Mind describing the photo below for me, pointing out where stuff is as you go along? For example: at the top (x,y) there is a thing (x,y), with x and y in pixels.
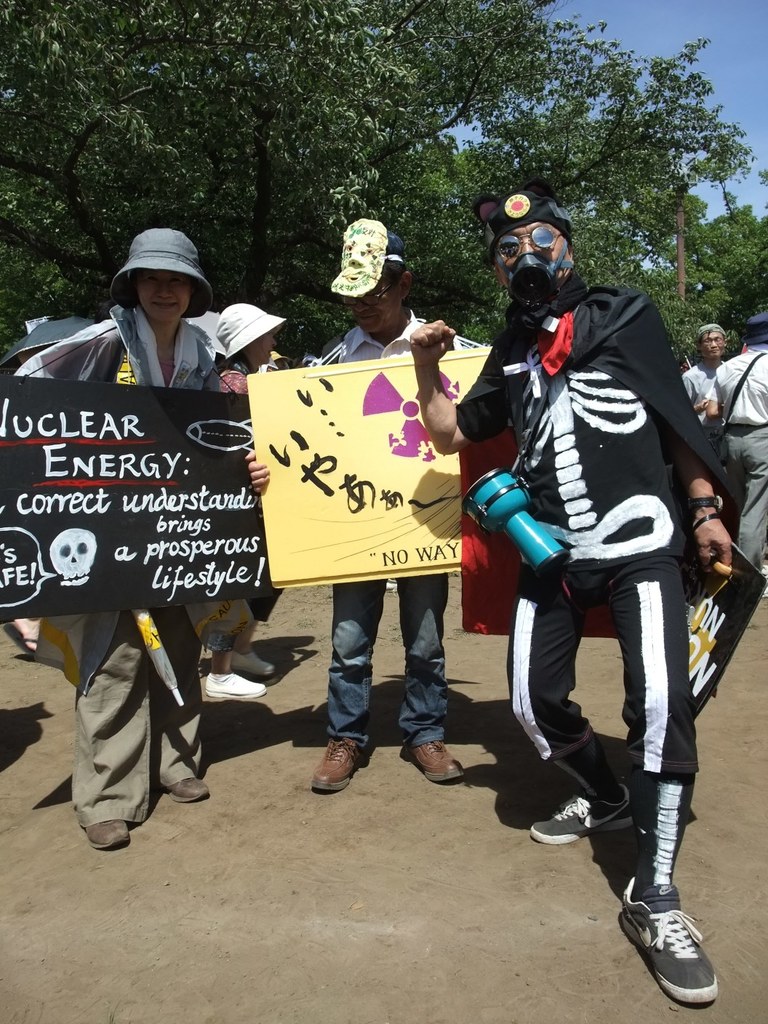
In this picture we can see a group of people (564,835) on the ground (266,837), some people (598,813) are holding posters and in the background (757,137) we can see trees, pole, sky (749,130).
